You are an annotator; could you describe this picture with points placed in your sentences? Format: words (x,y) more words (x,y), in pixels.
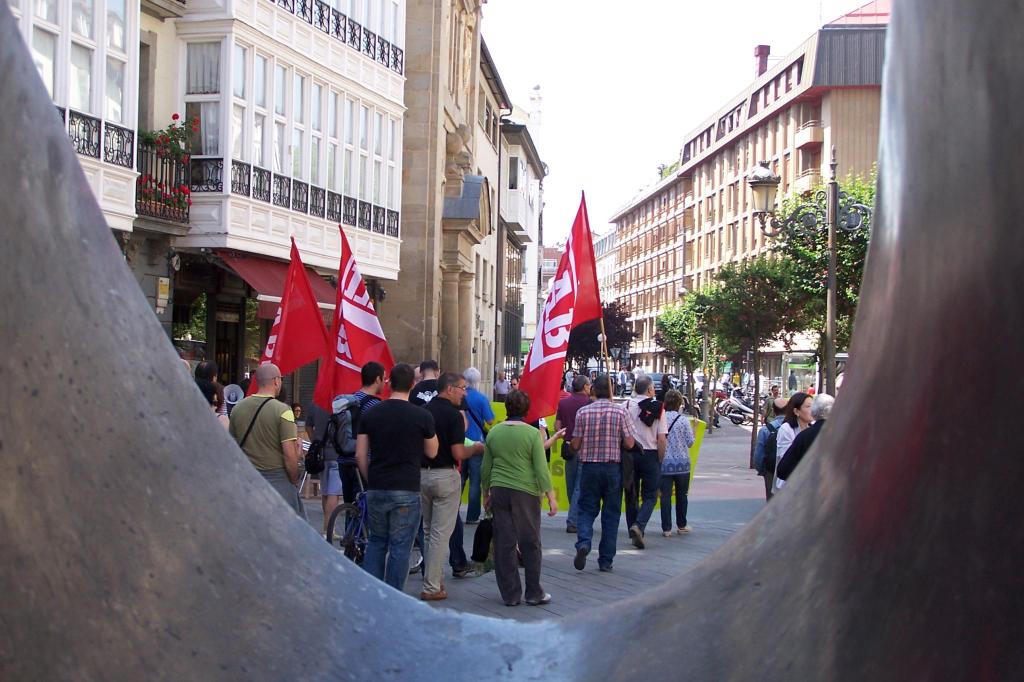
In this image we can see people (573,424) standing on the road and some of them are holding flags (564,356) in the hands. In the background (503,173) there are buildings (682,223), street poles (834,177), street lights (761,183), grills (261,176), plants (144,139), trees (669,317) and sky (615,150).
